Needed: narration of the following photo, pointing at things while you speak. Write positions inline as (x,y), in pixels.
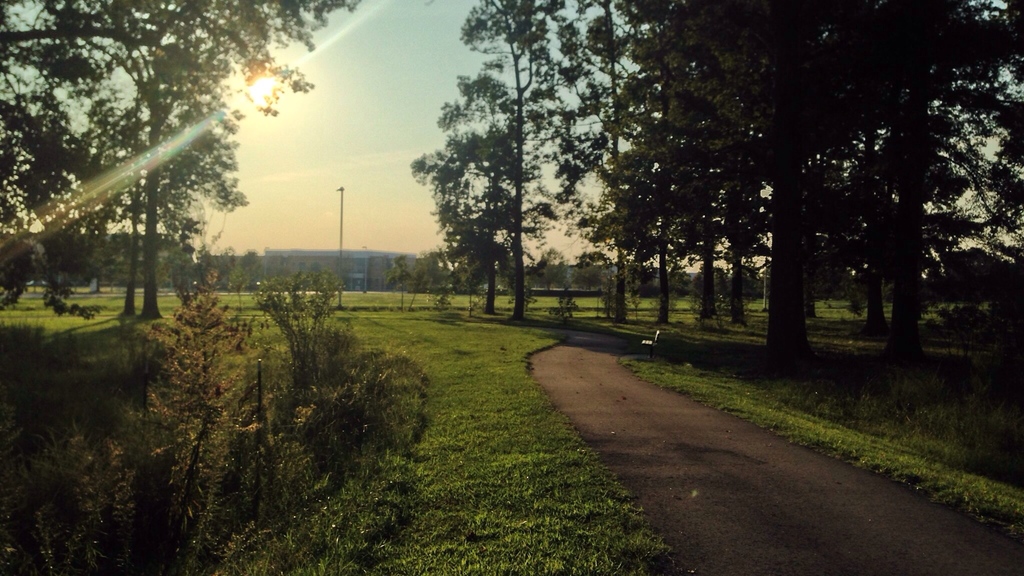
This image is clicked on the road (664,455). There are trees (645,189) and plants (337,348). At the bottom (702,468), there is a road (598,387). At the top (340,127), there is a sky (336,131).
